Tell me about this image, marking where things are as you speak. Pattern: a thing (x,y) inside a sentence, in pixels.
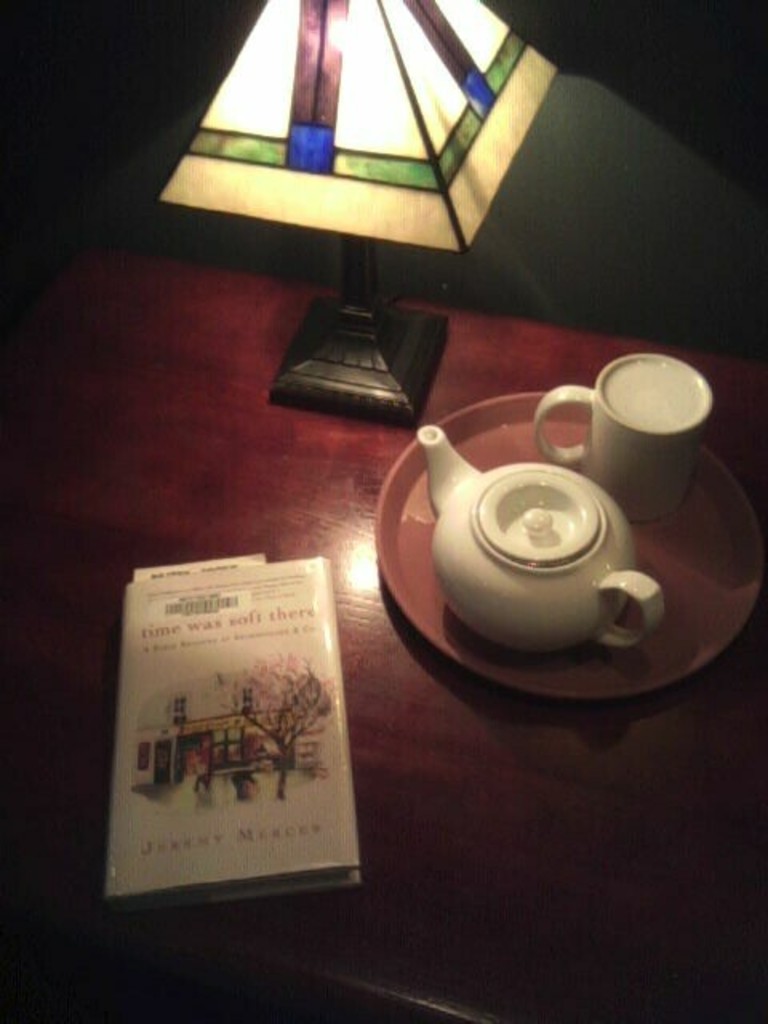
In the image there is a cup (606,448), jar (554,612), plate (536,669), book (314,615) and a lamp (279,403) which are placed on the table (355,680). in the background (631,257) there is a wall (656,181).
